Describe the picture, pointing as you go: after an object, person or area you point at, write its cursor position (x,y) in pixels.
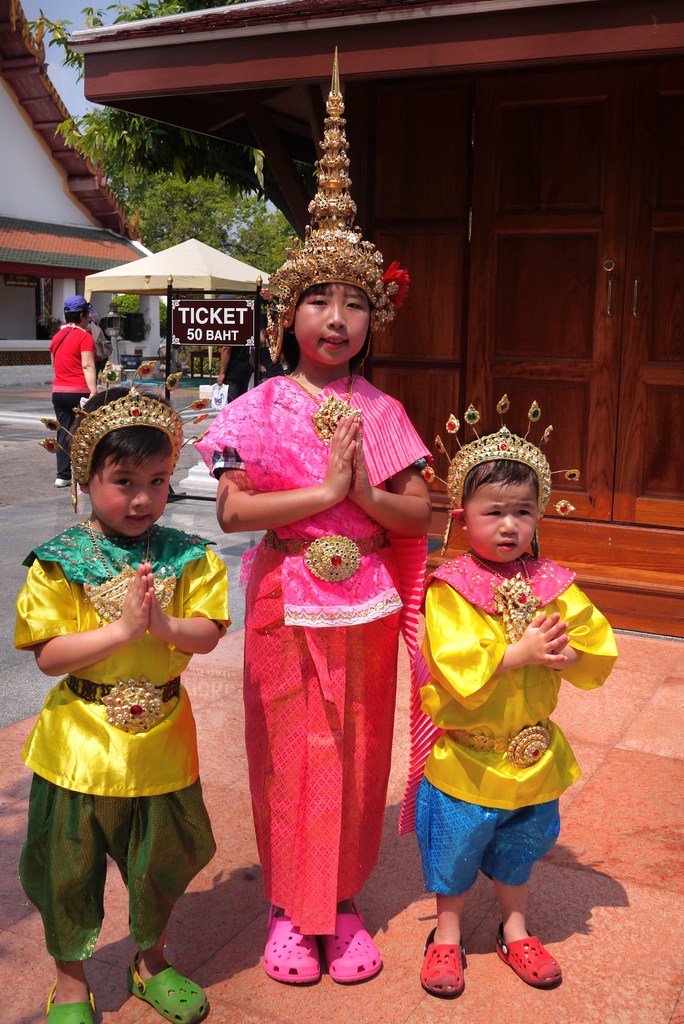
In this image in front (91,570) there are three children (371,544) praying. Behind them there is another person (67,478) standing on the floor (50,492). There is a tent (149,274). There is a board (197,306). In the background of the image (366,216) there are buildings (31,193), trees (218,168) and sky (121,8).
